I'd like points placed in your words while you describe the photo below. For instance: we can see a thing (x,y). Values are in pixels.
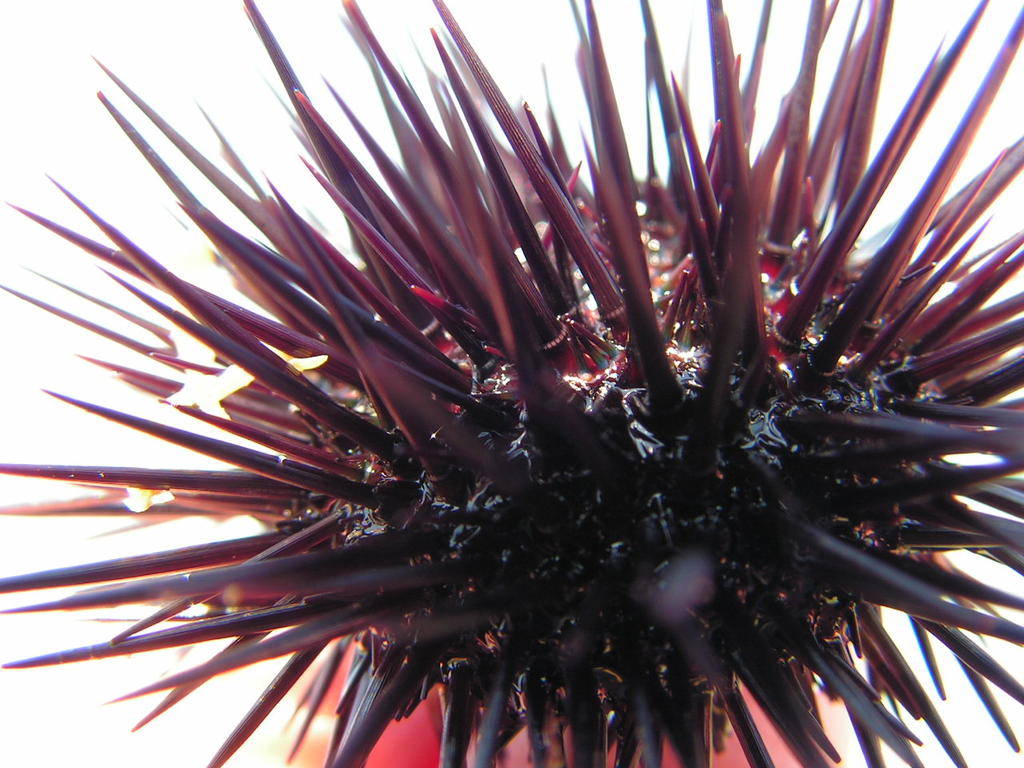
In this image I can see a black and maroon colour thing (654,390). I can also see white colour in the background (57,731).
